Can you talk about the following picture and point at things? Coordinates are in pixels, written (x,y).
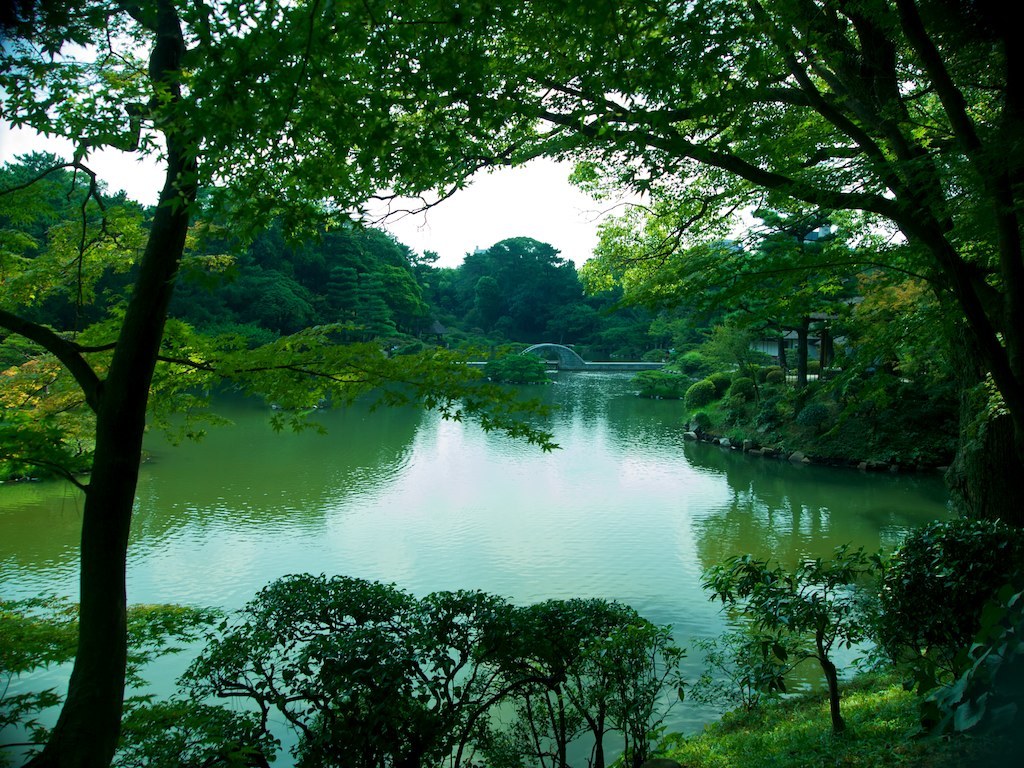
In the picture I can see water (514,561), stones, there are some trees (79,367) and top of the picture (548,232) there is clear sky (585,222).
